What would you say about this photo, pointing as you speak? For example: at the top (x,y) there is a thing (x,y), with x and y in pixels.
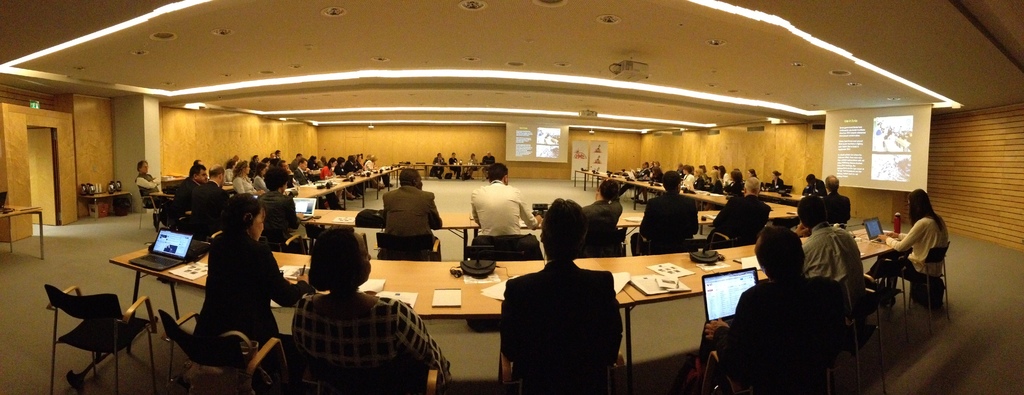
There are group of people (704,181) sitting in a room (672,321) with tables (730,252) and operating laptops (730,284).
